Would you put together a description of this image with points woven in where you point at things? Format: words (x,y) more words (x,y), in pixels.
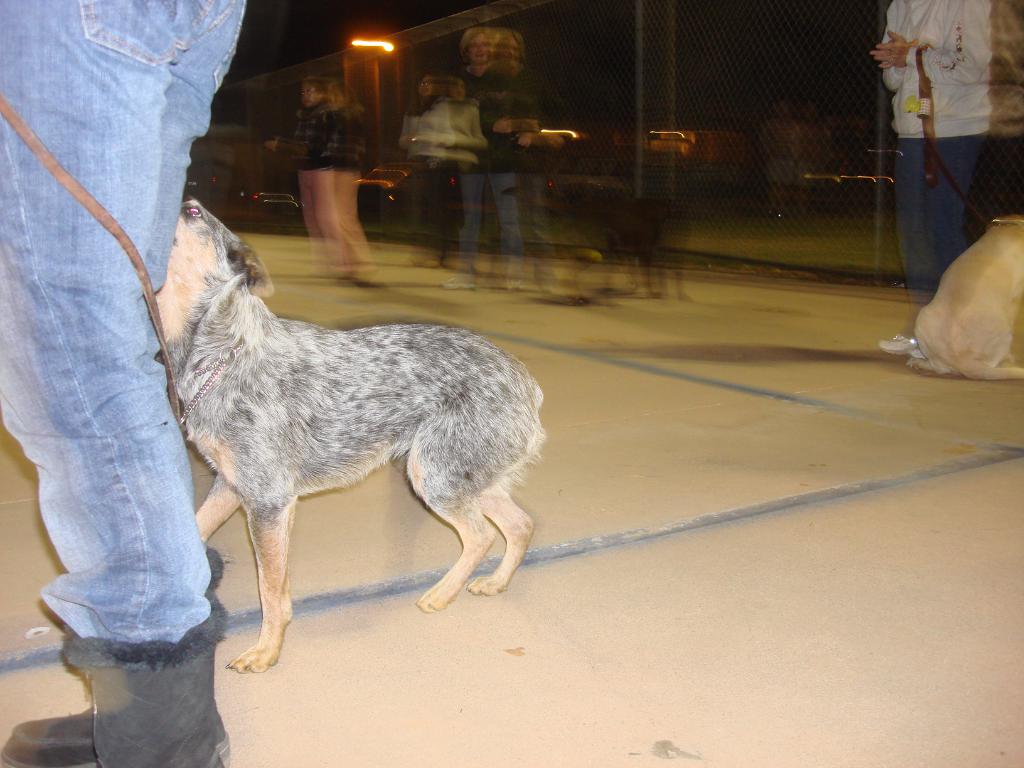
There is a dog (428,591) on road (323,580) and behind that there is a person (163,379).
